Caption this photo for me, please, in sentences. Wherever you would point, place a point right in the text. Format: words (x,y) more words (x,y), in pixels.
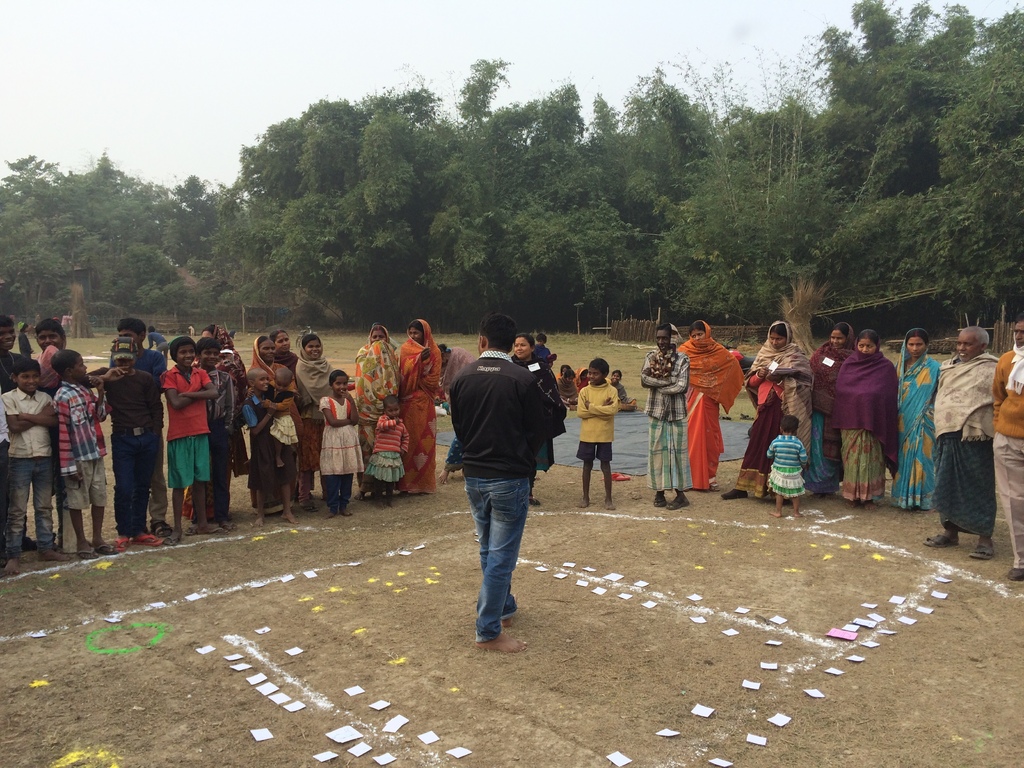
This picture is taken from the outside of the city. In this image, in the middle (512,437), we can see a man (510,459) standing on the land (453,590). In the background (382,436), we can see a group of people (824,405). In the background (185,244), we can also see some trees (769,238), plants (758,221). At the top (237,24), we can see a sky (163,40), at the bottom (212,652), we can see a mat (735,451) and few papers (356,689) which are placed on the land (659,534).
